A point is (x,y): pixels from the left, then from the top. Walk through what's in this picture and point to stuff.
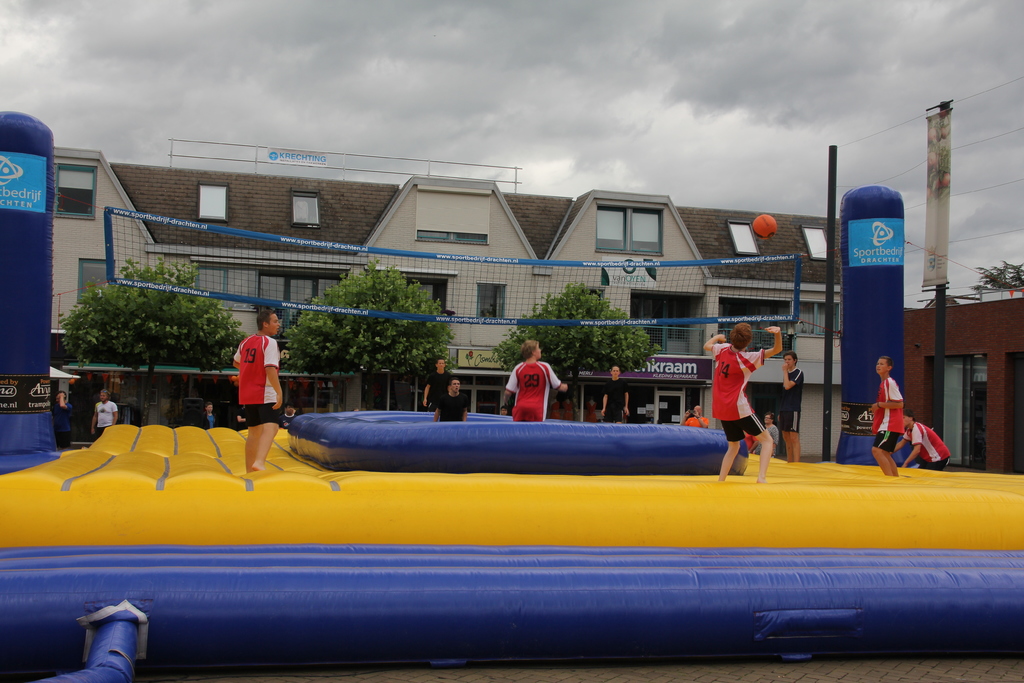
A person (715,357) is standing trying to hit the ball (759,230), here other people (524,387) are standing, this is net (501,260), there are trees (365,299) and a building (548,242), this is sky (620,130).
